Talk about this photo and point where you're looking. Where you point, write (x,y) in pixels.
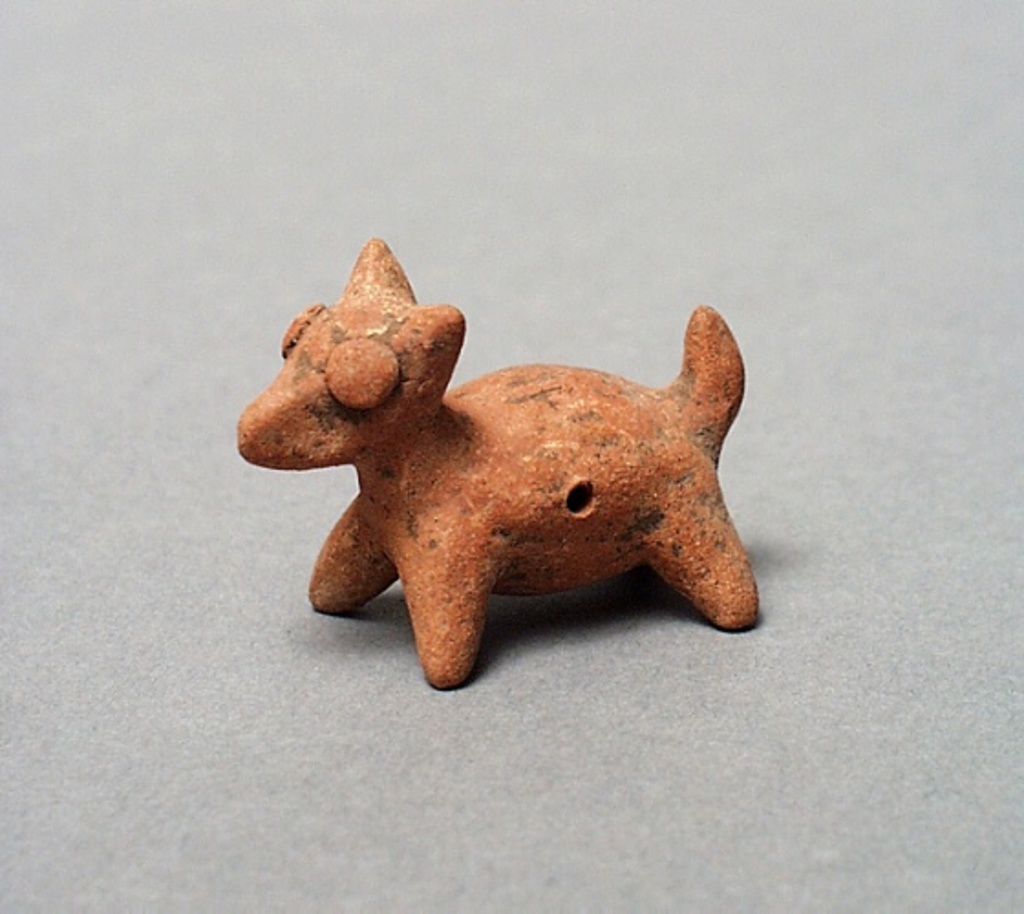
In this image we can see a doll (555,470) made up of clay (555,470).
